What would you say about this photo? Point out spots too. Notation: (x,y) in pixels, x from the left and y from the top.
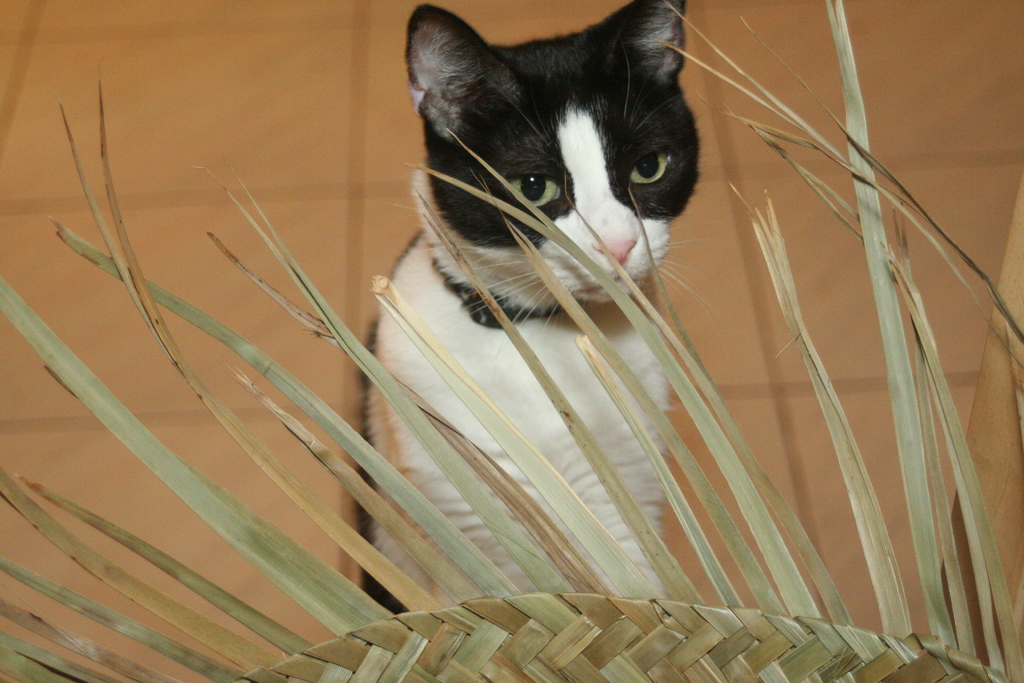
In this image I can see the cat (494,287) which is in white and black color. In-front of the cat (501,375) I can see an object (471,552) which is in made up of leaves (419,514).
